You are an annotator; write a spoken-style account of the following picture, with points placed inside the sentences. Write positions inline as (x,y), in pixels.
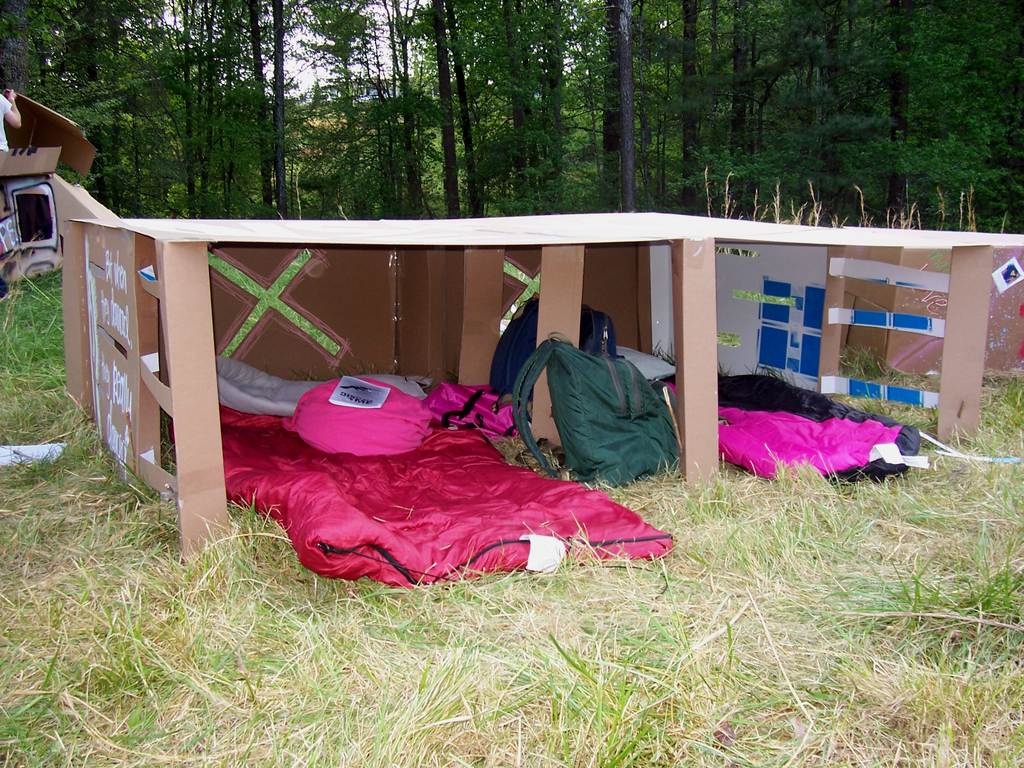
In this picture we can see some bags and colorful objects (551,490) on the grass (341,720). There is a cardboard shelter (828,269). We can see a person (9,93) and an object (54,228) on the left side (35,234). There are a few trees (624,102) in the background (624,102).
